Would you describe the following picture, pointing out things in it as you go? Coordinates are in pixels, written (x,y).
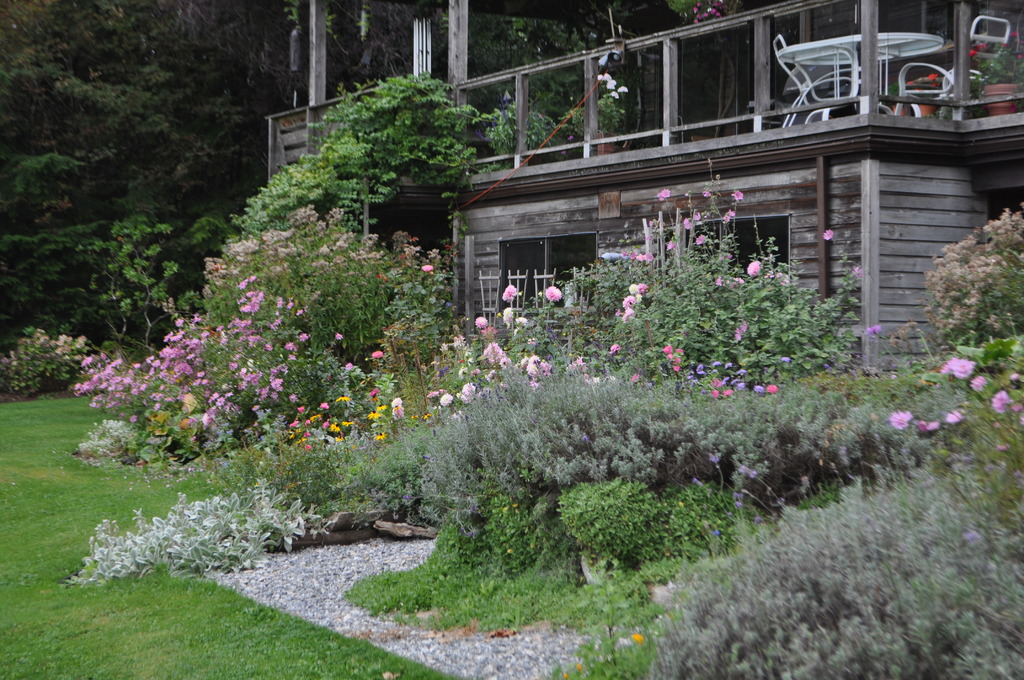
In this image in the front (462,599) there's grass (343,655) on the ground (400,650). In the center (372,421) there are flowers (314,419), plants (529,437) and in the background (546,151) there is a house (650,162) and there are trees (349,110) and there is a table (842,47) and there are empty chairs (906,78).
